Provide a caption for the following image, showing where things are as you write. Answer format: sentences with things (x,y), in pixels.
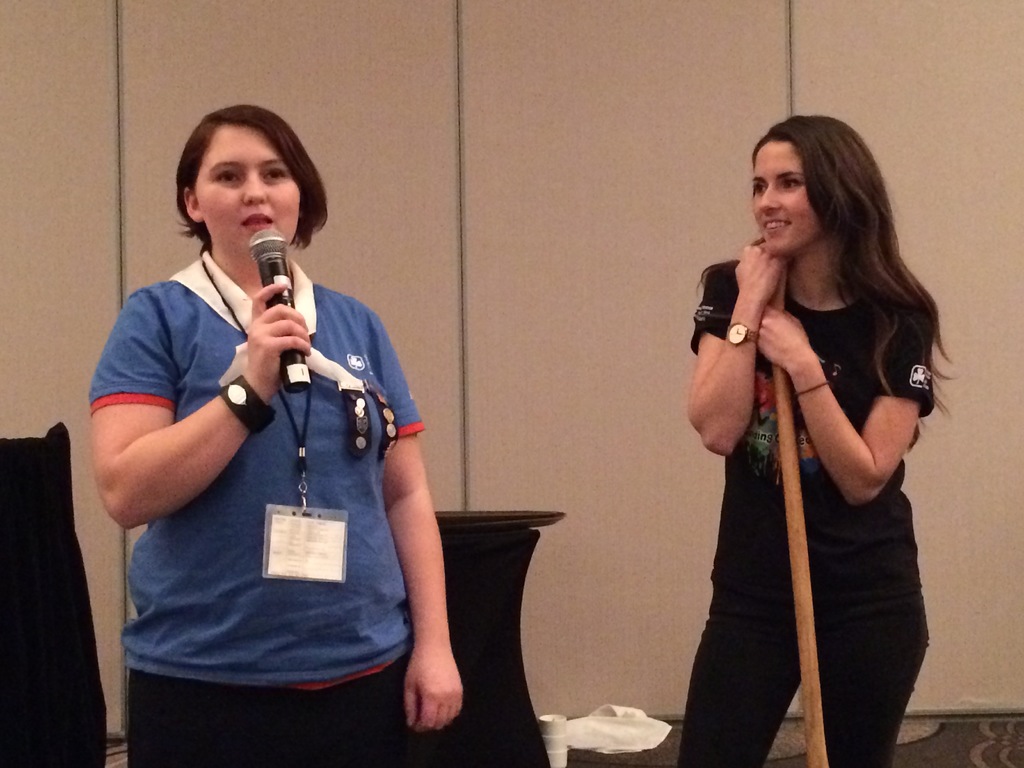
A woman (299,483) wearing a blue t shirt (329,471) and a tag (325,511) is holding a mic (273,276). She is having a wristband (238,404). Another lady (802,375) wearing watch (744,338) is standing, holding a stick (798,557). In the background (509,554) there is a table (511,561) and chair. Also on the floor (582,753) there are cups (559,740) and a cloth (610,730). There is a wall (553,138) in the background (559,172).
